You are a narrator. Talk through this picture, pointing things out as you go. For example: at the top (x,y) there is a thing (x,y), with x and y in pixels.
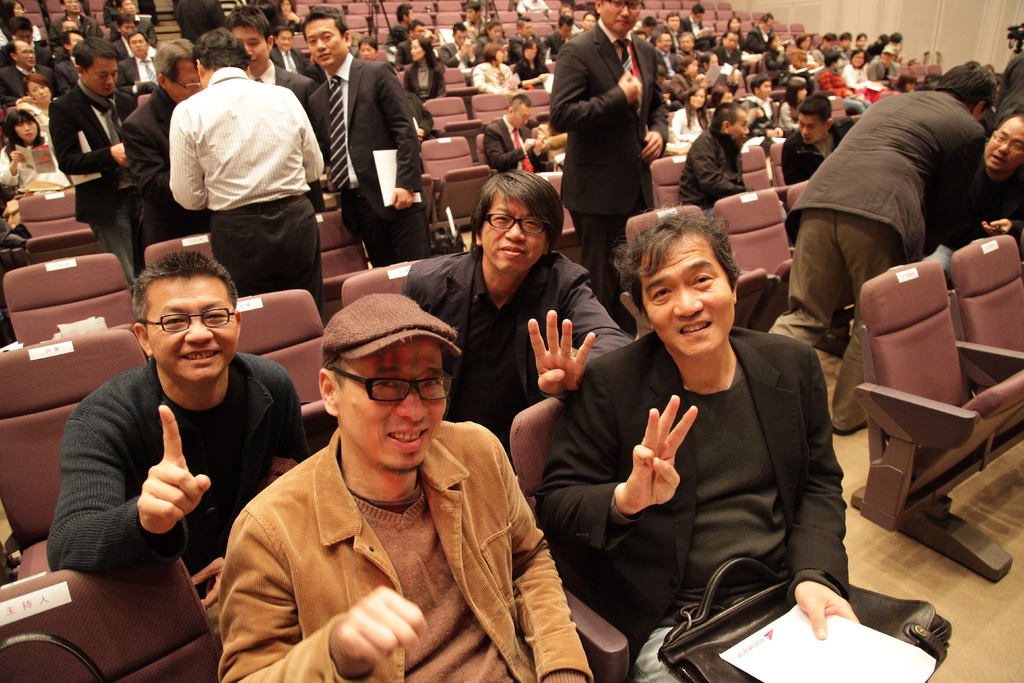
In this picture we can see some people (815,107) are sitting on chairs (376,282) and some people (231,122) are standing on the floor (970,519). A man (825,494) in the black blazer (648,513) is holding a paper (809,655). On the right side of the people (672,451), it looks like a wall (953,25) and a camera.
